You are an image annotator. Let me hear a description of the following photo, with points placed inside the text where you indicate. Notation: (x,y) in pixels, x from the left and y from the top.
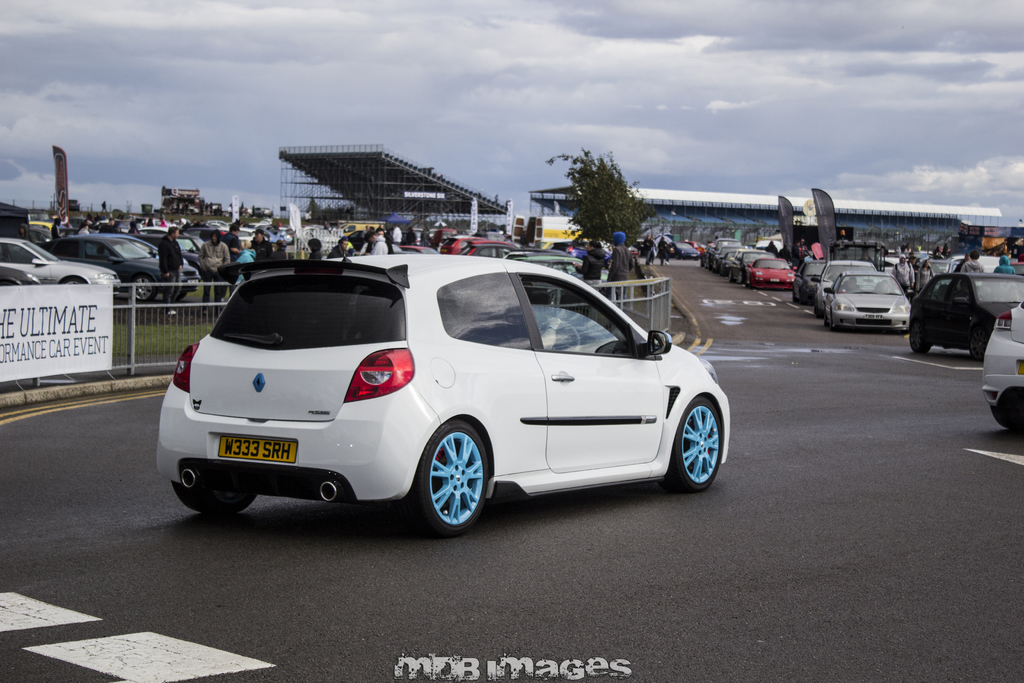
This is an outside view. In this image I can see many cars (497,280) on the road (597,572). On the left side (13,374) there is a board (80,338) attached to a railing (131,298). On the board (34,346), I can see some text (26,357) and also I can see few people (270,248) are standing. In the background (427,190) there is a shed (750,201) and also I can see a tree (605,212). At the top of the image (643,86) I can see the sky (688,115) and clouds (328,53).
